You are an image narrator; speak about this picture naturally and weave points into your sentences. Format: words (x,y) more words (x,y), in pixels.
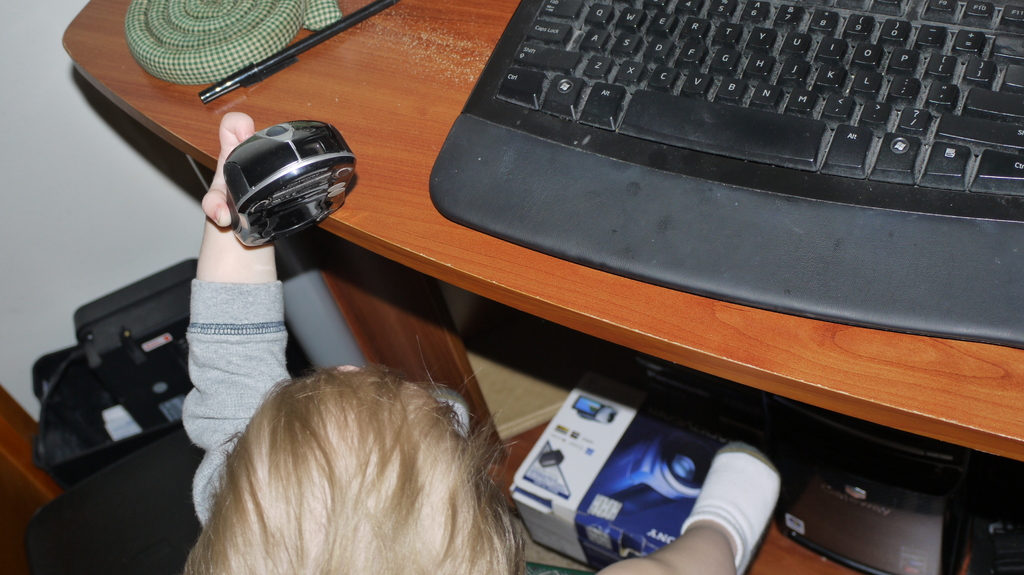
In this image i can see a keyboard (635,115) pen (253,81) and a kid (272,275) holding a object (316,179) in her hand (236,243).
